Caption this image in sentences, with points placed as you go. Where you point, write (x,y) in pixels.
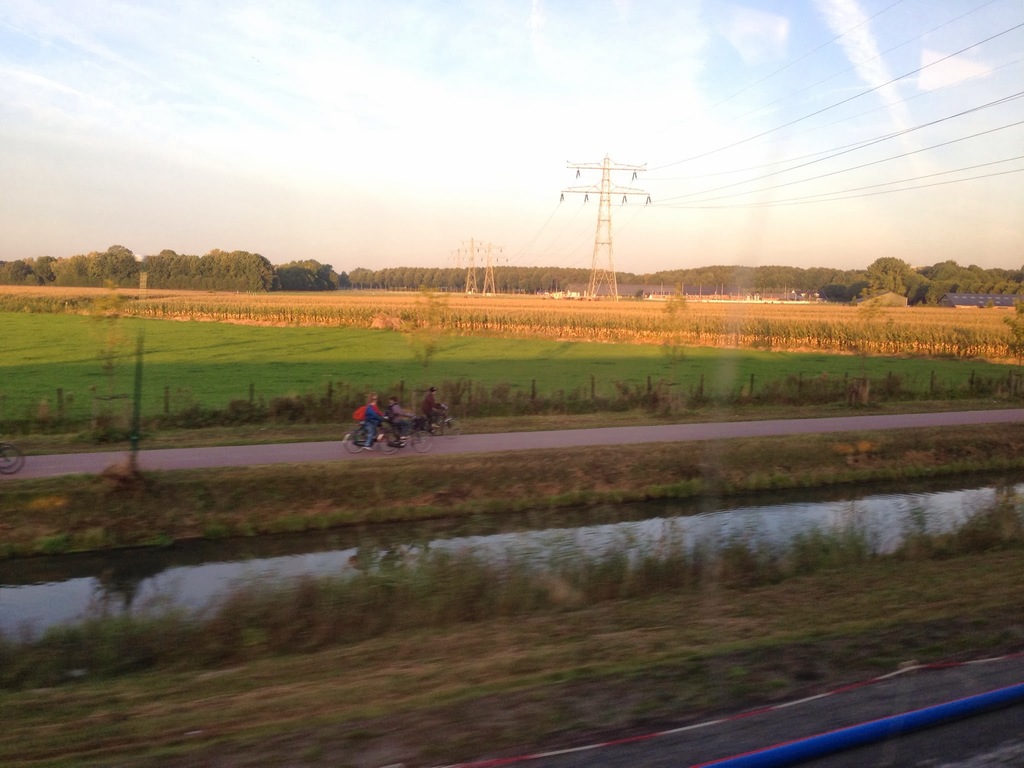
In the middle of the picture (367,434), we see three men (402,428) are riding bicycles (349,440). At the bottom of the picture (639,636), we see road (727,732), grass (338,652) and water (161,594). There are trees (360,281) and electric transformers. In the background (973,282), there are trees (824,293). At the top of the picture (420,147), we see the sky (372,200).
